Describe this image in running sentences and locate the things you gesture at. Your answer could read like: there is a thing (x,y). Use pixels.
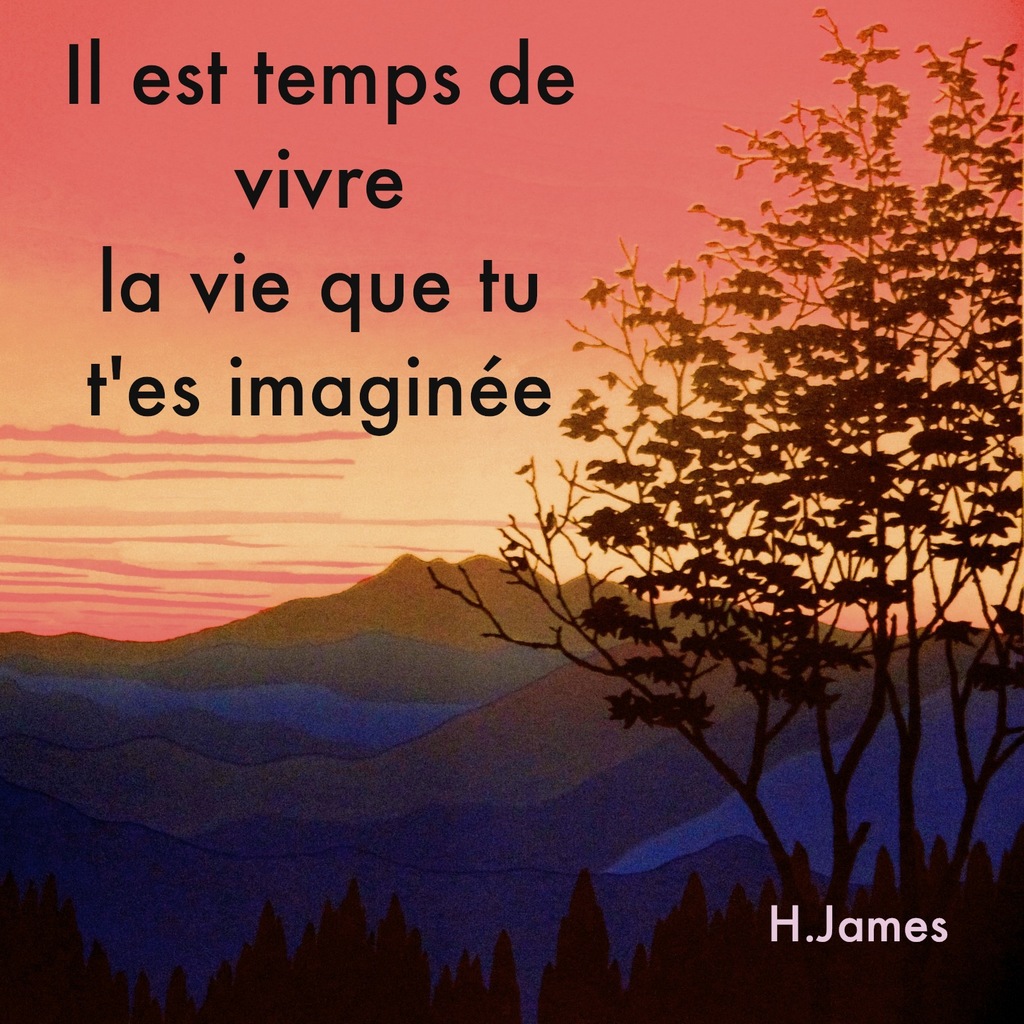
In the image we can see the poster (613,304) and in the poster (572,318) we can see mountains (423,620), trees (1014,496), sky (178,491) and the text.
